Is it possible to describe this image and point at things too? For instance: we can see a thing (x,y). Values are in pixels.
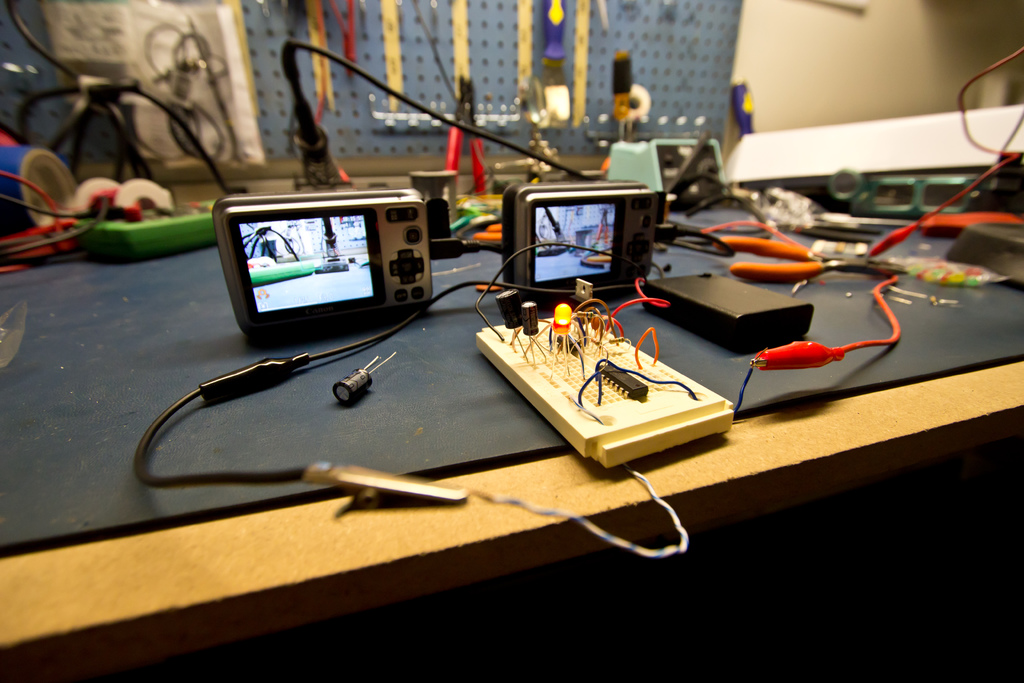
In this image I can see a table (432,369) on which few electronic devices (324,285) are placed.
